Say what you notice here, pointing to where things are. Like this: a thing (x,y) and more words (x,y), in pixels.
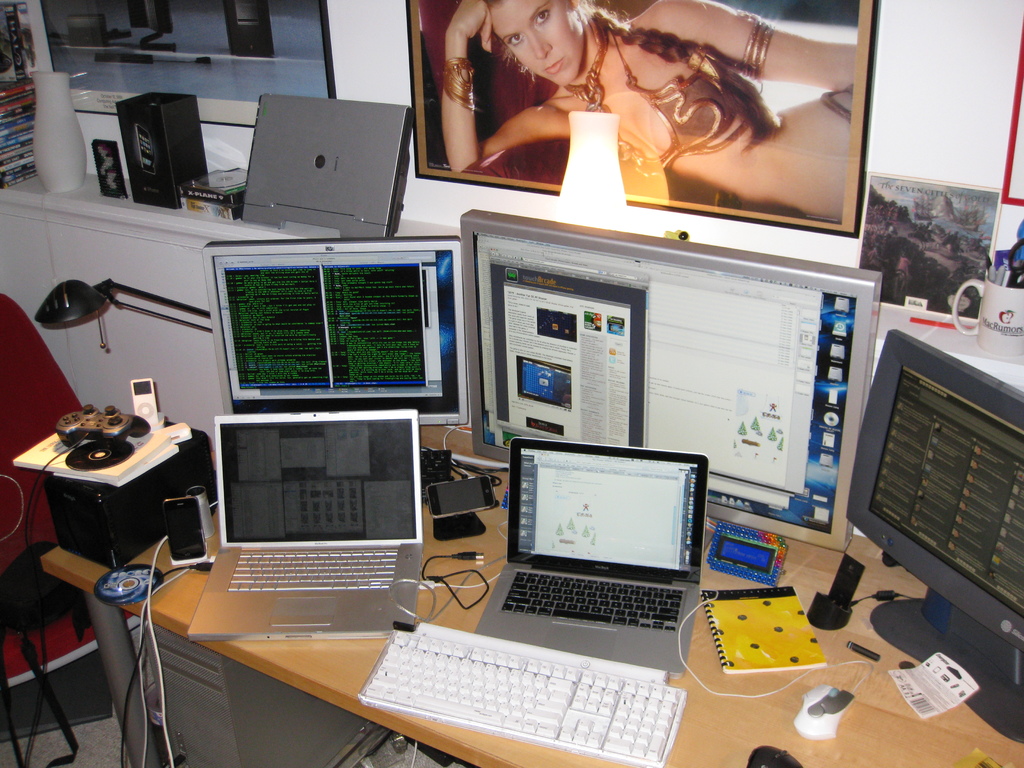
There are laptops (560,576), monitor (681,415), mouse (821,724), keyboard (561,695), mobile phone (476,505) and note book (821,661) on the table (861,632). In the background (534,156) we can see a photo frame (651,175), cup (1016,324), flower vase (53,131) and books (5,101).
